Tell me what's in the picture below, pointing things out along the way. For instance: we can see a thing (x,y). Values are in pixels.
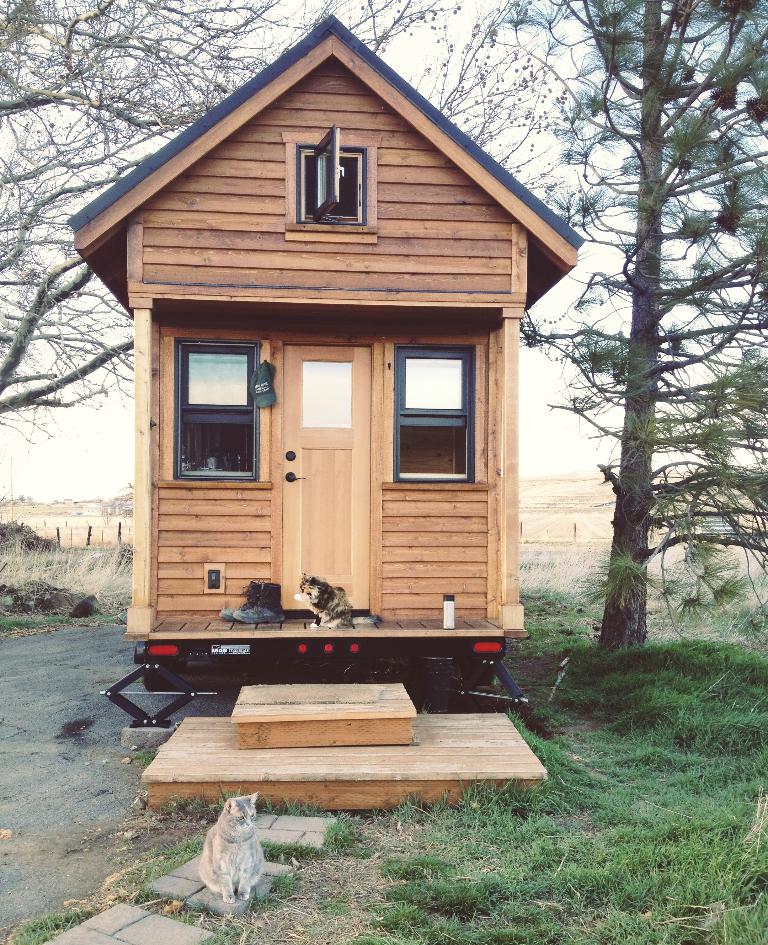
In this image there is a small wooden house (251,433), in front of wooden house (248,561) there are shoes (234,610), cat (347,602), bottle (452,618), there is a small wooden plank (247,780), in front of plank (292,789) there is a cat (234,845), there are trees (574,103), the sky (38,453) visible in the middle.
